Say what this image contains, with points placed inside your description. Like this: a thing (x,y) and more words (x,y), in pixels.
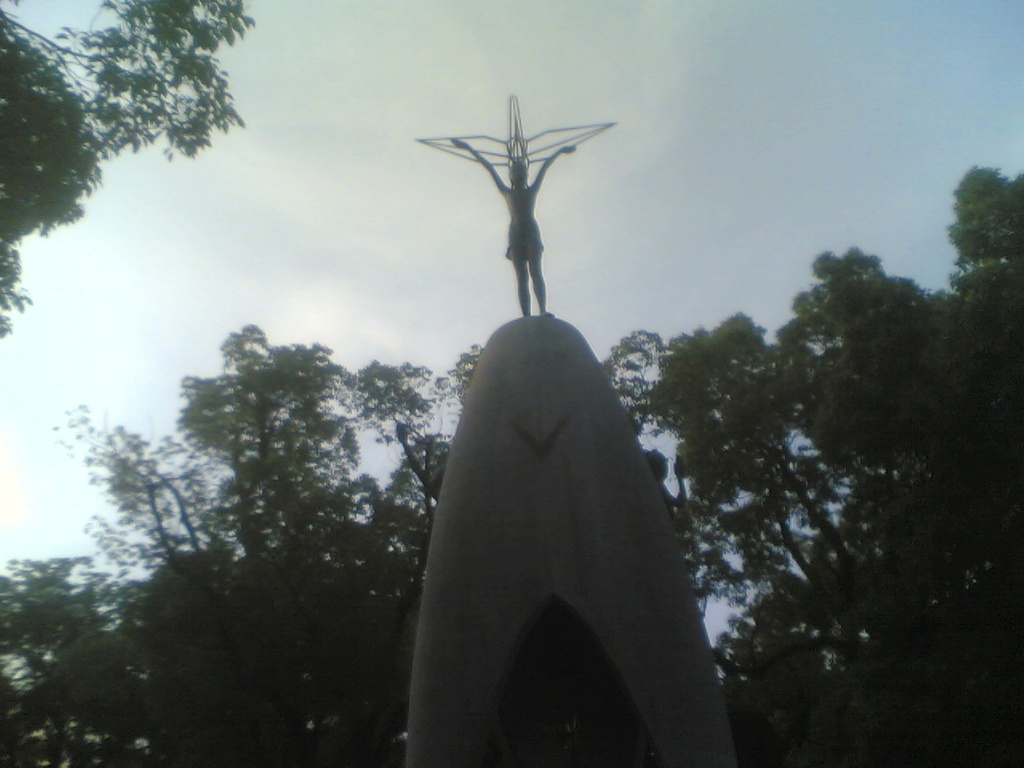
In this picture we can see the sky (151,235), trees (813,371). On the pedestal (591,420) we can see the statue (476,152).
